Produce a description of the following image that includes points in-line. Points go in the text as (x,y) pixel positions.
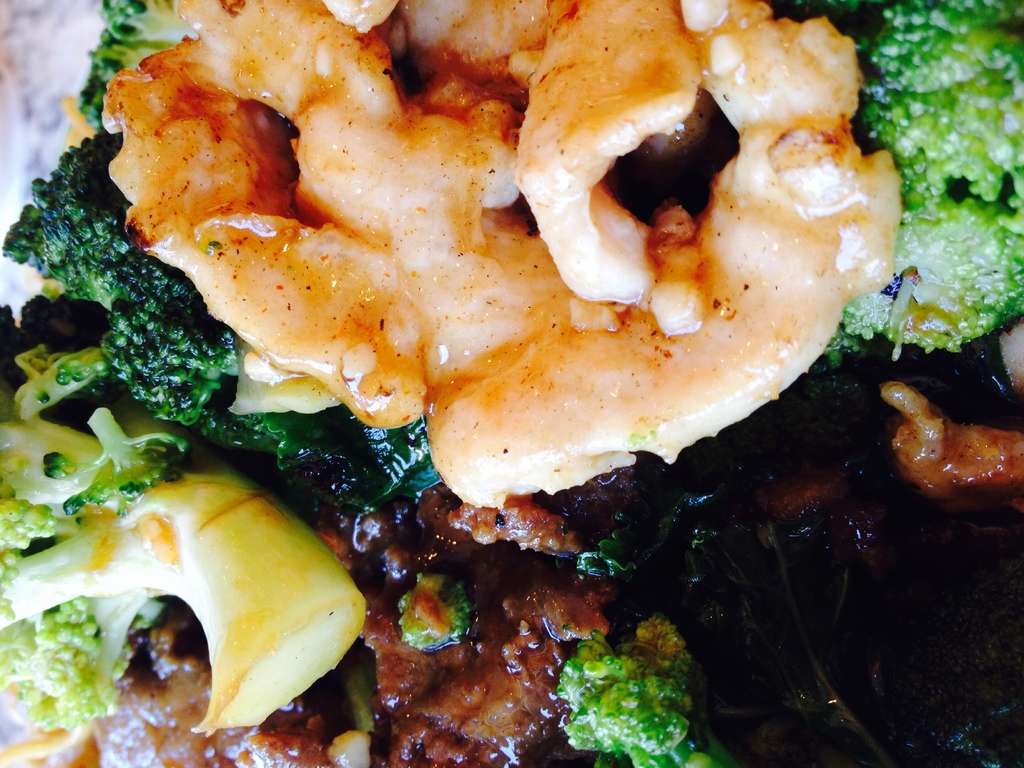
This is the image of food (540,549) where we can see green color vegetables (292,516).
